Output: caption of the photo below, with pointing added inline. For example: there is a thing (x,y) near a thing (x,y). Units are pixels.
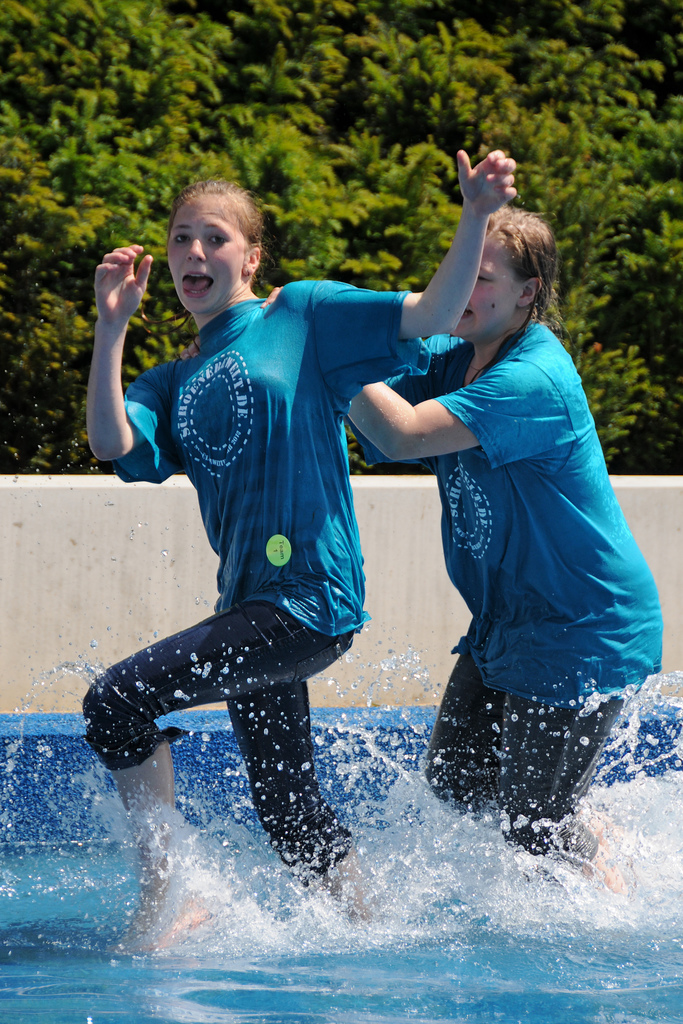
In this image I can see two women (311,340) and I can see both of them are wearing same colour of dress (332,560). I can also see water (296,888) and in background (238,29) I can see few trees (312,169). I can also see something is written on their dresses (309,524).
